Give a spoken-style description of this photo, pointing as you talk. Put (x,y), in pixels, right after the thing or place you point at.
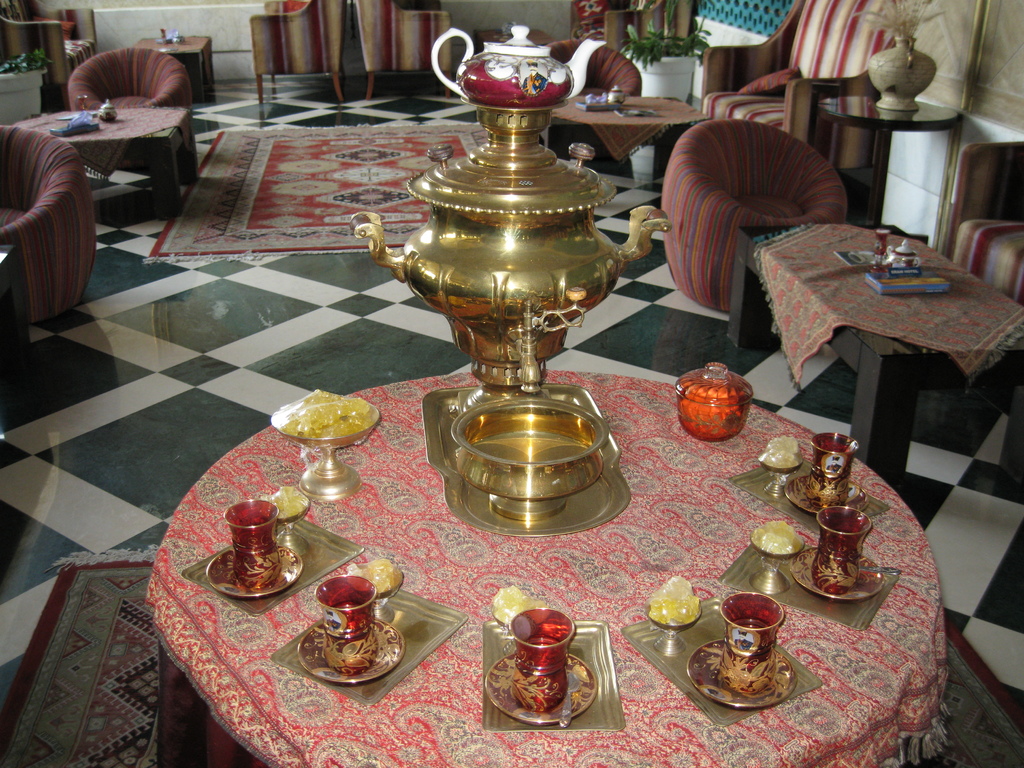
In this image I can see few glasses (273,563), plates (487,682), bowls (542,516), teapot (519,60) on the table (481,697). In the background (992,148) I can see few couches (179,105) and few objects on the table (872,126).
